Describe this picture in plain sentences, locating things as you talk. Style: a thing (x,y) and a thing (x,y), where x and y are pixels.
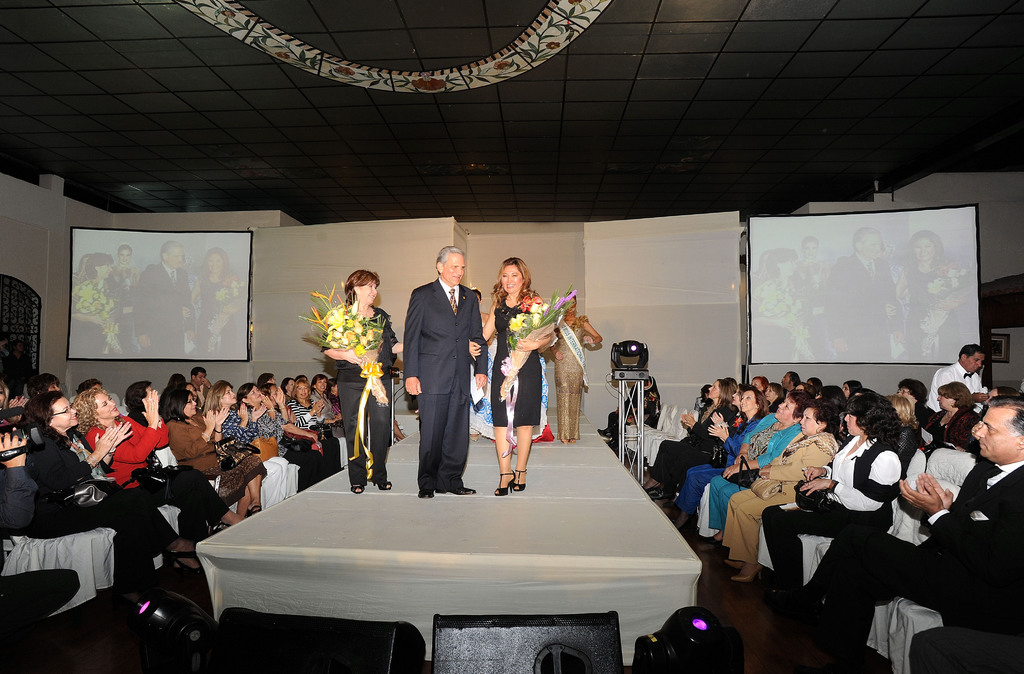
In this image we can see few people (210,442) sitting on the chairs (885,613), few people (436,376) standing on the stage (498,524) and two persons (520,431) holding bouquets (517,327), beside the stage (541,521) there is a light (633,353) on the stand (641,406) and there are lights (641,655) and black color objects (415,647) in front of the stage (430,652), there are two presentation screens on both sides of the stage (526,515) and a person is holding a camera (20,442).
